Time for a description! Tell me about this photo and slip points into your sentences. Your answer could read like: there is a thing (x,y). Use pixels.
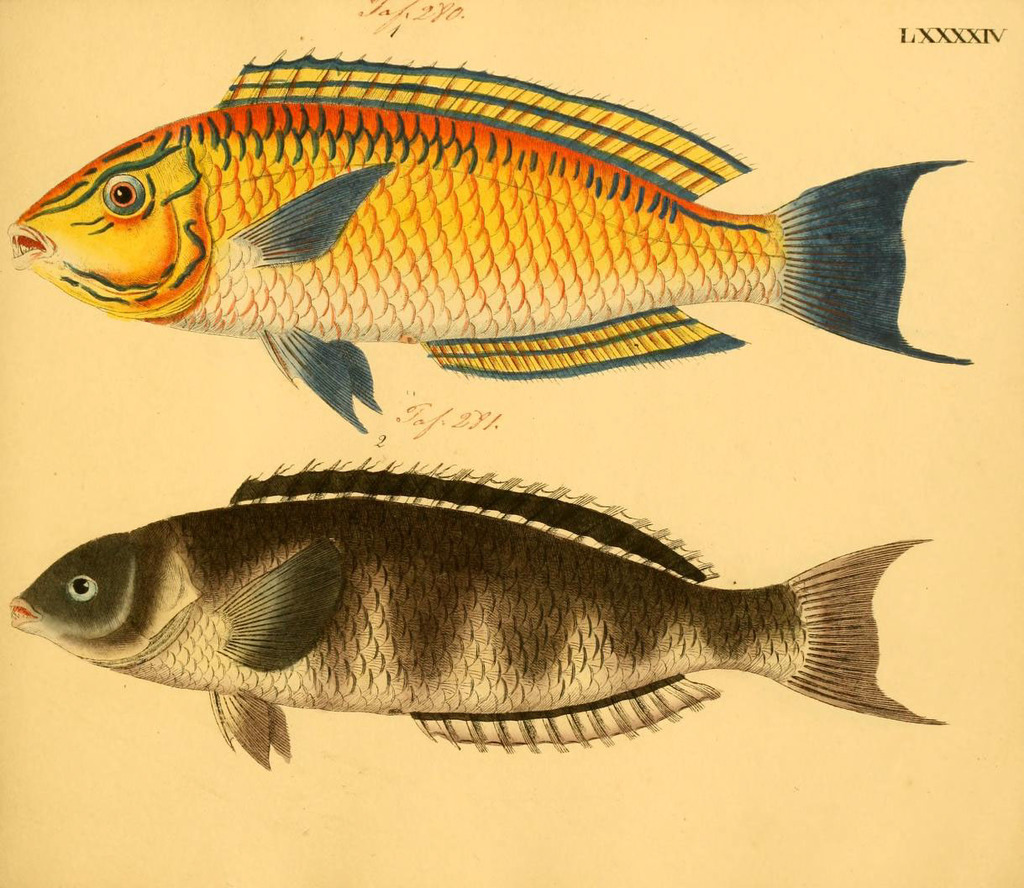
In the image there are two fishes (476,267). To the top of the image (305,161) there is a fish (507,231) with orange, white and grey color. And below that fish (463,249) there is another fish (297,554) with white and grey color. To the right top corner of the image (924,30) there is a number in roman letters (999,40).
